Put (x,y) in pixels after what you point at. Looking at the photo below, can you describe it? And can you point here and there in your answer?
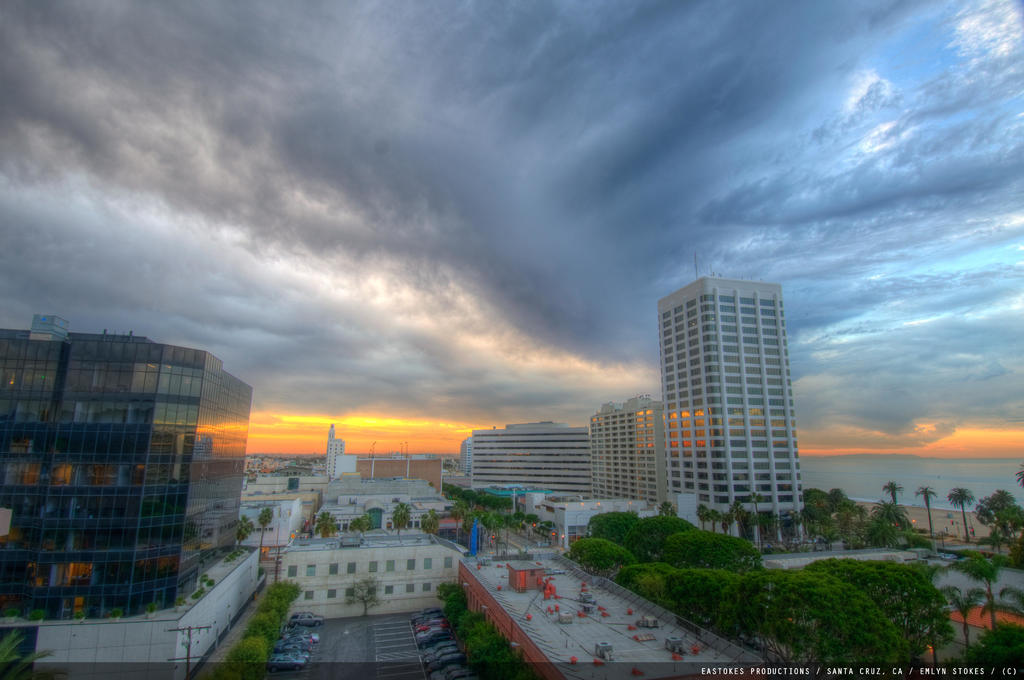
In this image there are vehicles (293,622) parked on the path (291,614), there are buildings (46,351), trees (827,500), water (864,491), and in the background (954,326) there is sky (530,278) and a watermark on the image.
